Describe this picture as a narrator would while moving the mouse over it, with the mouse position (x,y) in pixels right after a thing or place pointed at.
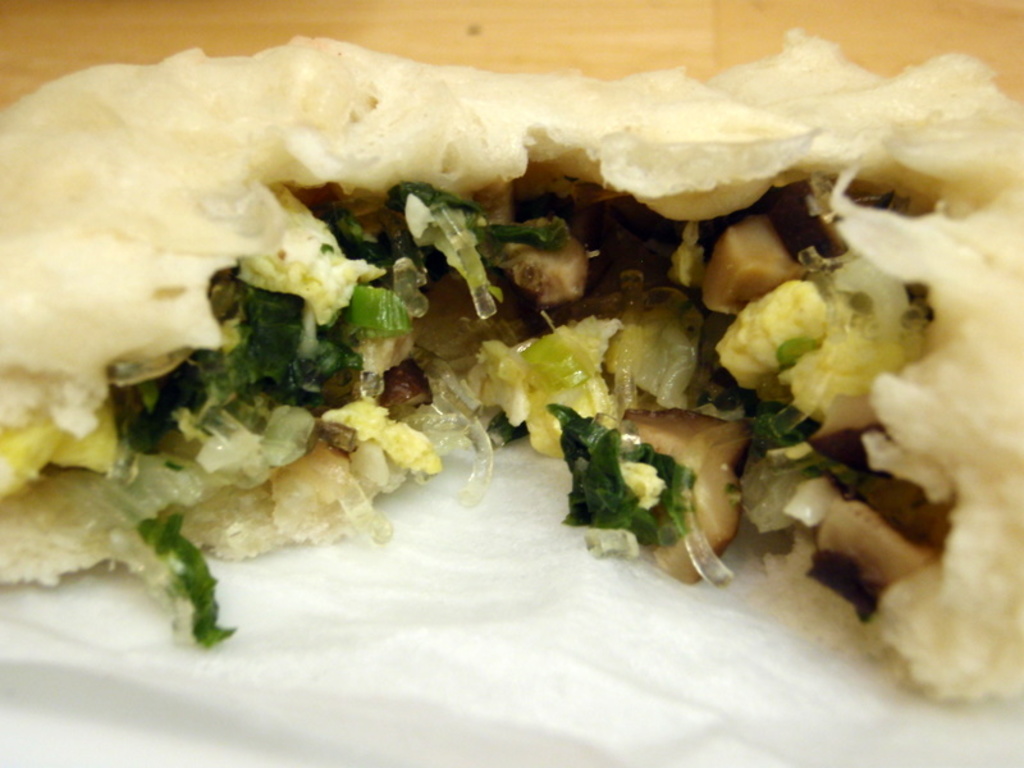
In the picture I can see some food items (34,324) are placed on white color surface (373,641). In the background (506,4), I can see the wooden surface (410,17).
